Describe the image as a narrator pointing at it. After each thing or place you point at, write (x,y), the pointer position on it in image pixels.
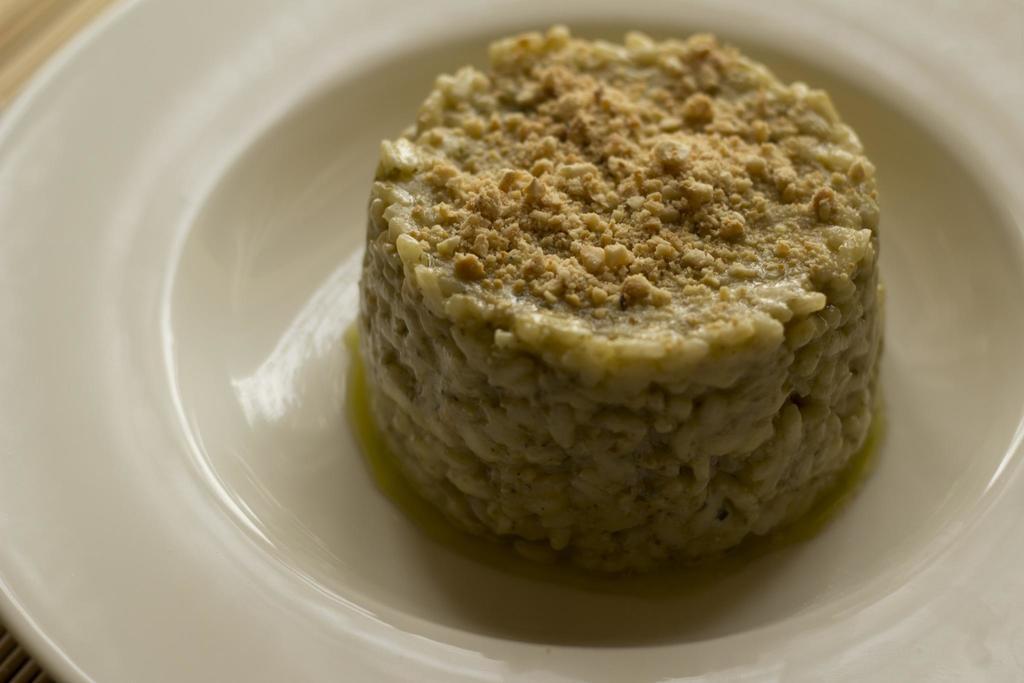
In the foreground of this image (723,290), there is food item (634,285) on a platter (180,380).
